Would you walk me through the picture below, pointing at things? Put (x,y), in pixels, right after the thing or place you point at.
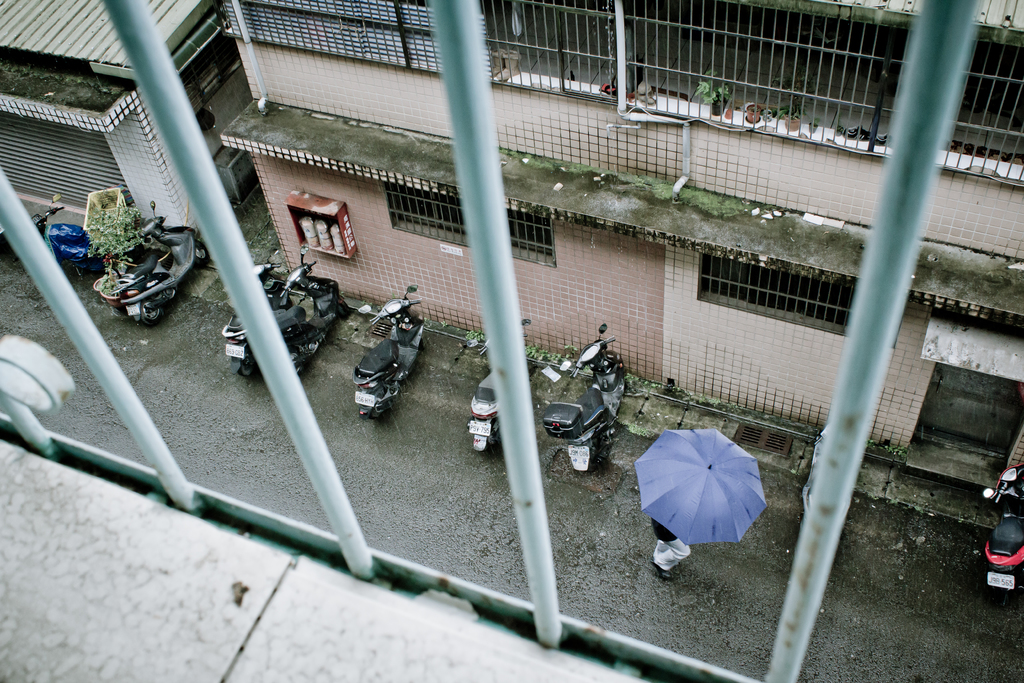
In this image there are buildings (70,139) and we can see motorcycles (266,282) placed on the road (424,484). There is a person (670,572) holding a umbrella (688,540) and we can see grilles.
